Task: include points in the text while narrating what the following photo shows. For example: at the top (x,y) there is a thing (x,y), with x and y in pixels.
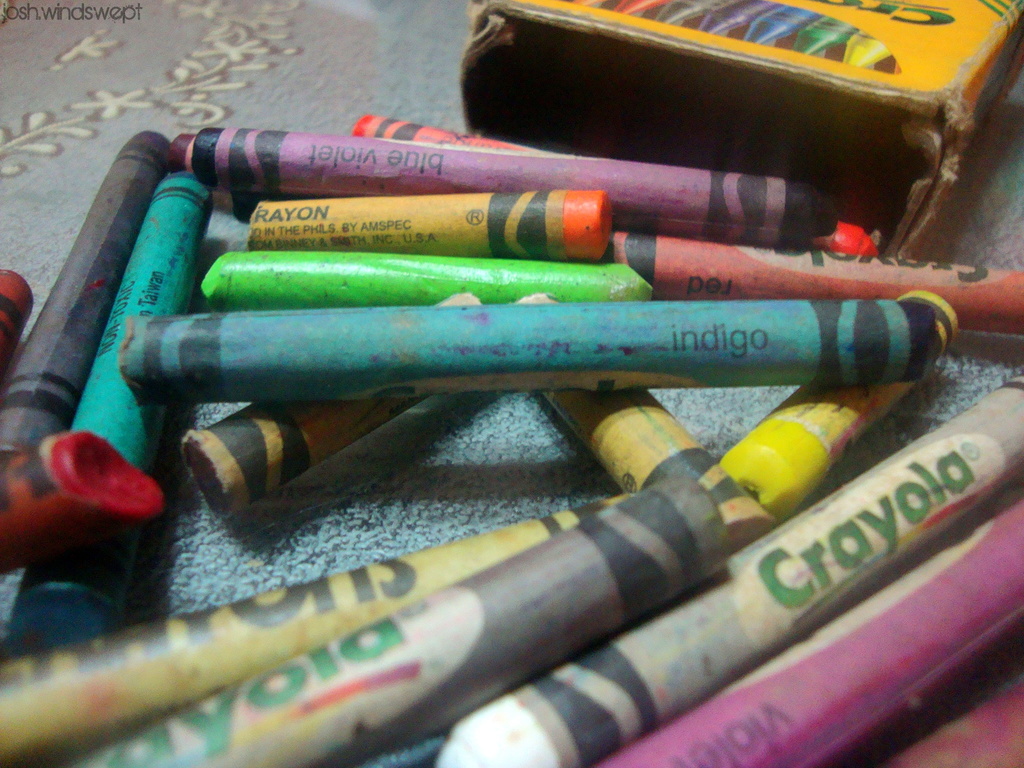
In this image we can see crayons (730,315) and a box (774,42) on a cloth (491,405).
